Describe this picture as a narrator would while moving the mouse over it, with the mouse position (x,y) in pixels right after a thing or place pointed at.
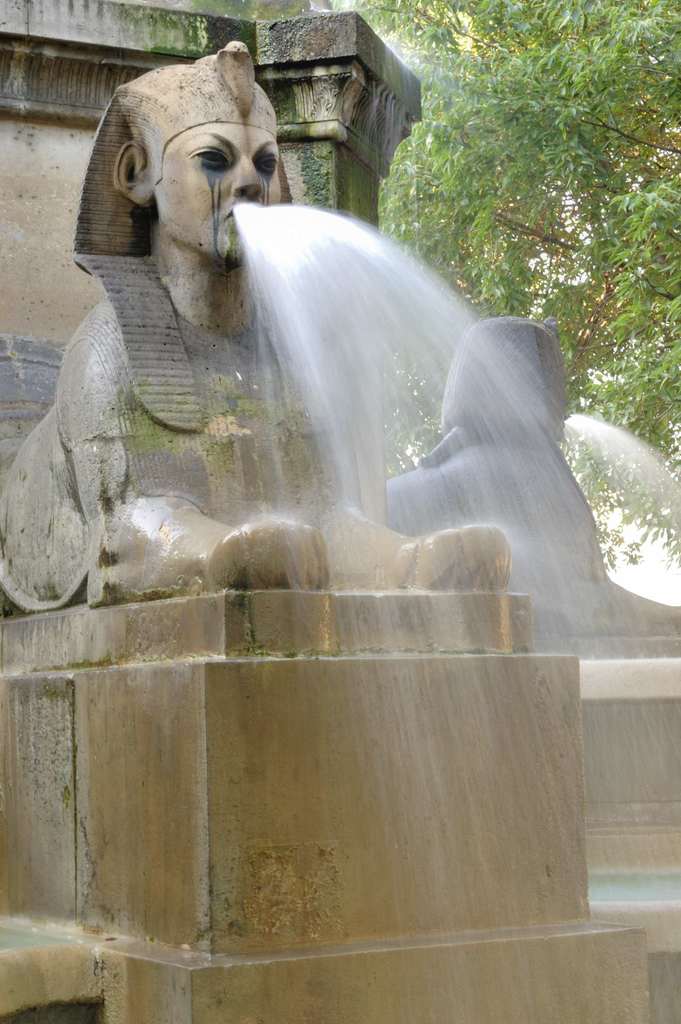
In the foreground of the picture (188,233) there are sculptures (184,186) and fountain (406,339). In the background (594,154) there are trees (648,291).
